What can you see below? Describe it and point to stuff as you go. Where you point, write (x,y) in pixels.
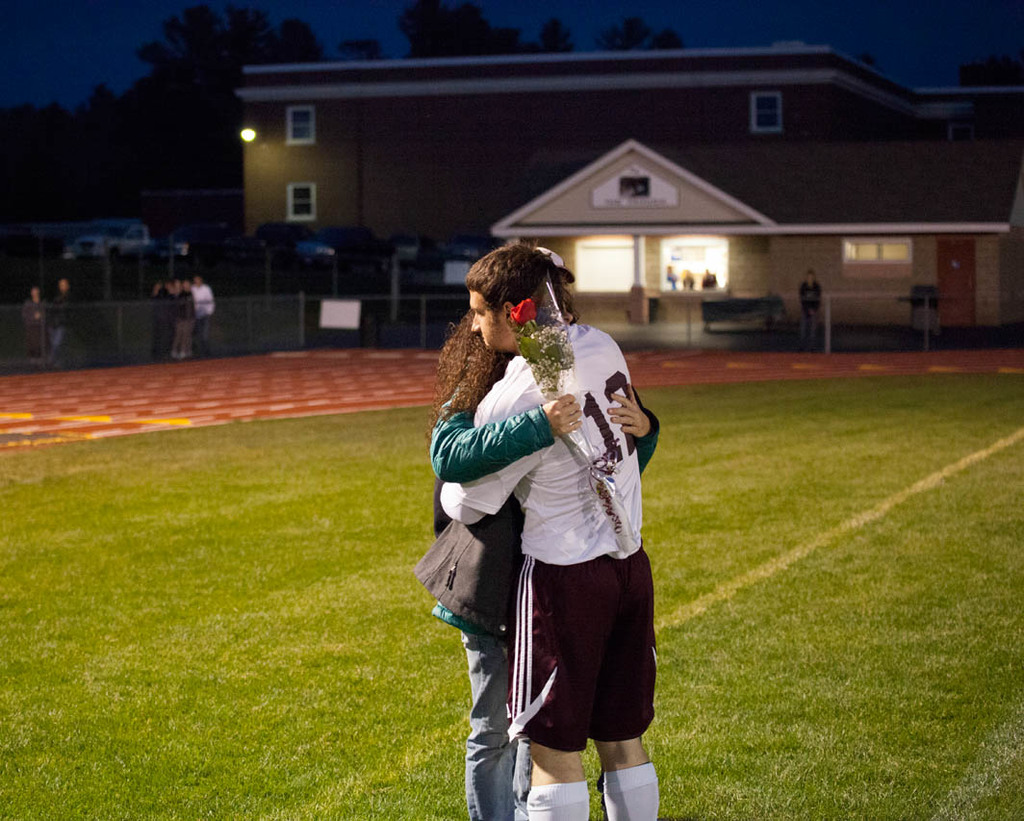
There are two persons (564,500) standing and hugging. And one person (511,447) is holding a bouquet (537,381) with a rose flower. On the ground (274,569) there is grass lawn (705,520). in the background (574,173) there is a building (667,193) with windows (300,192). Also there is a railing (259,335) and some people (204,311) are standing. It is dark in the background (913,38).
